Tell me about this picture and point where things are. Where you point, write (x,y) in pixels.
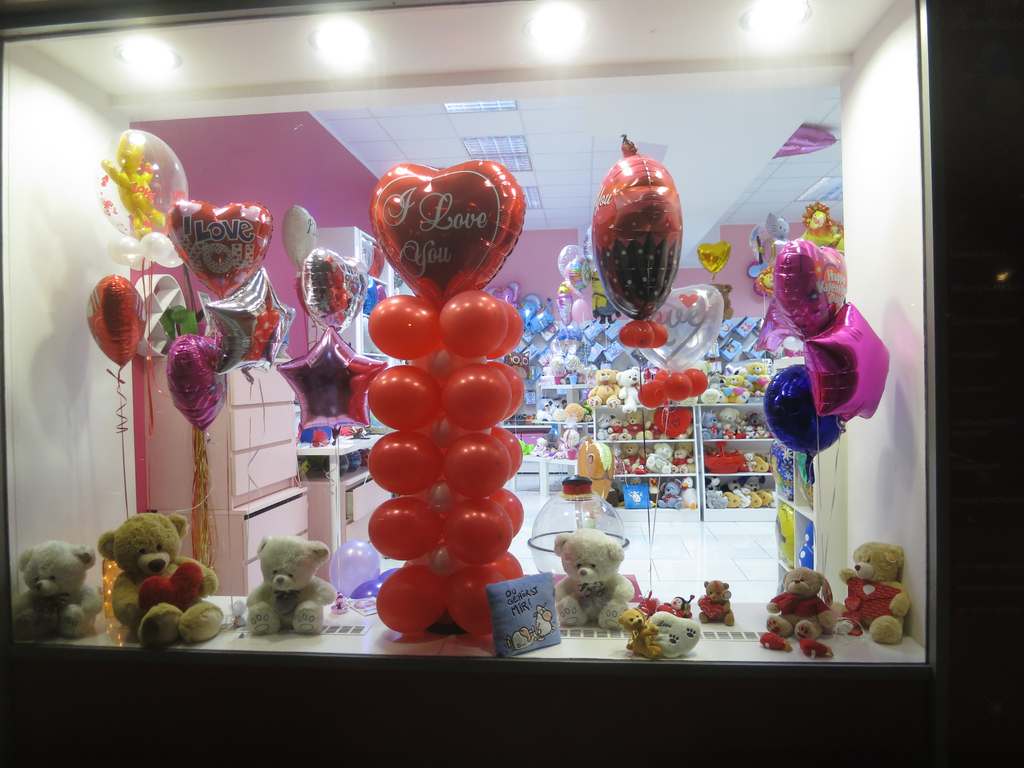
In this image we can see there are few balloons (385,447) and toys (763,645) are arranged in a glass window (675,587), behind that there are a few toys (639,427) are arranged in a rack (700,473) and few balloons (702,255) are hanging on the wall (721,277). At the top (418,128) there is a ceiling (531,133) with lights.
